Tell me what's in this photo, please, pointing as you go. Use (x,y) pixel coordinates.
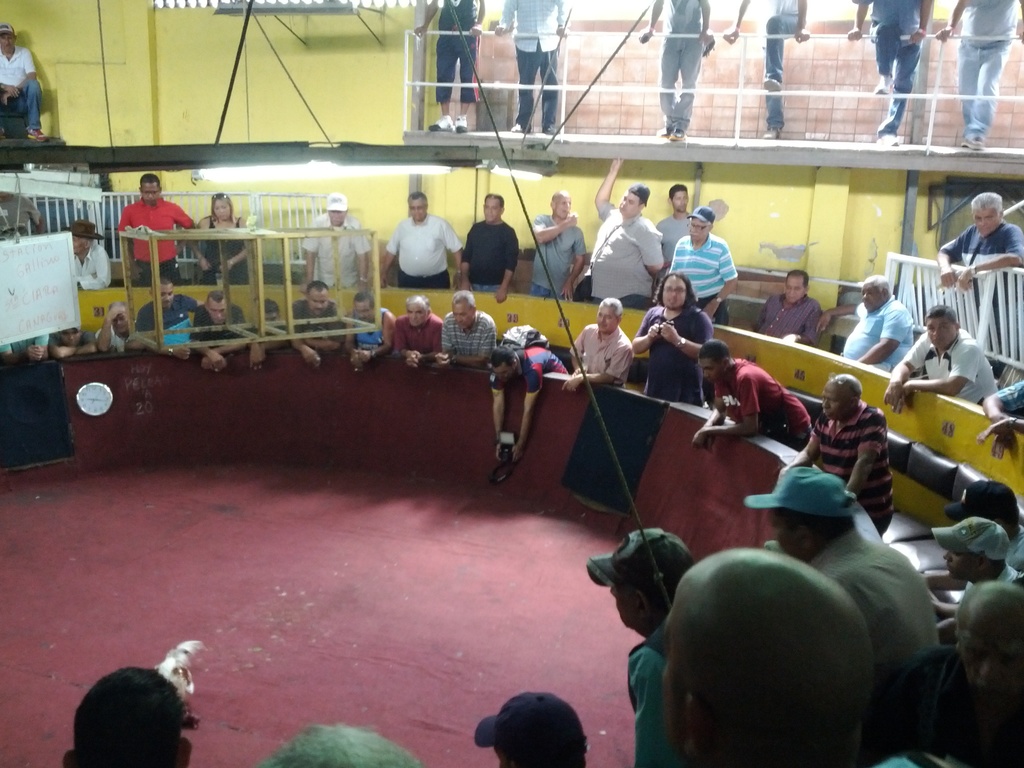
In the background of the image (368,246) there are people (664,309) standing. There is wall (133,82). There is a light (424,174). At the bottom of the image (695,708) there are people (900,683). in the center of the image (395,497) there is a red color floor (223,524).
